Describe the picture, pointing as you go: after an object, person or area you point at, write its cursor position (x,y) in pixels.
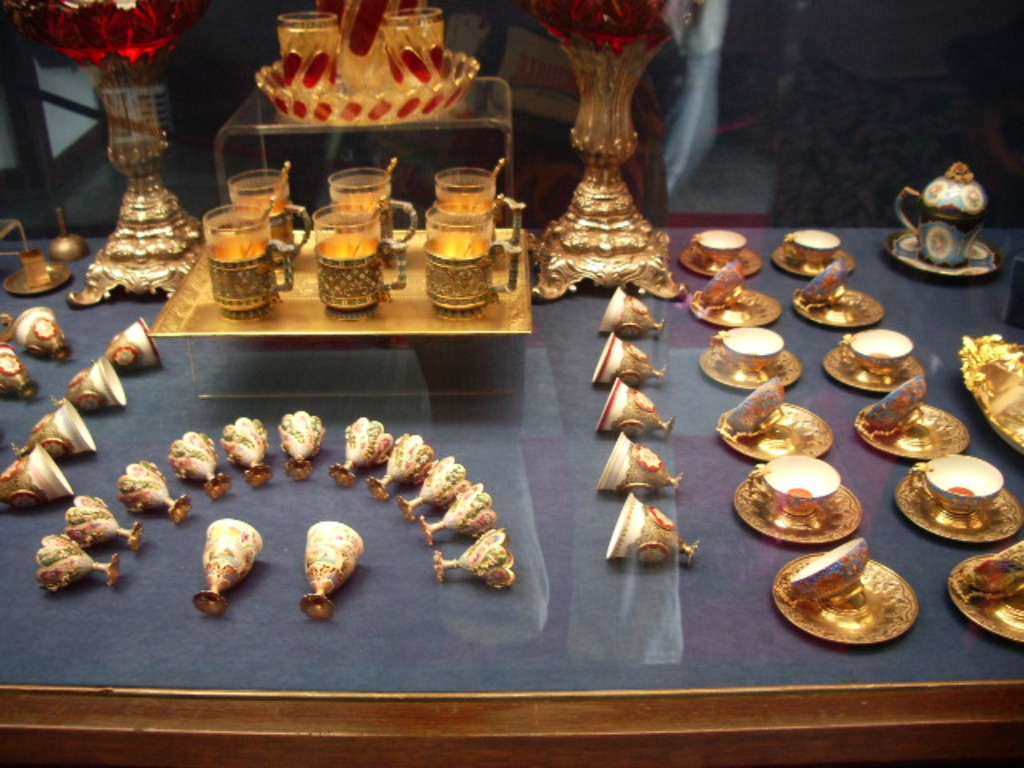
In this image I see number of glasses (629,349) and plates (926,452) and all these things (117,379) are of golden in color and I see red color things (619,15) over here and it is a bit dark in the background (525,142).
